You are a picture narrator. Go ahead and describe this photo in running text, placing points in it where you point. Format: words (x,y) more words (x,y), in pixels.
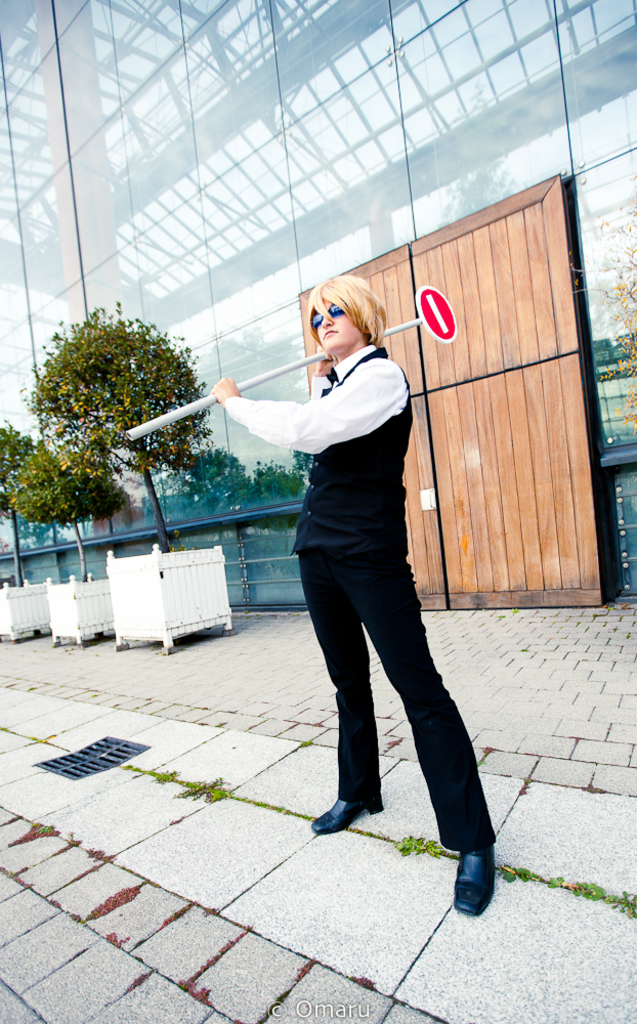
In the image in the center (342,557) we can see one person's (374,557) standing and holding sign board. In the background (280,168) we can see glass building (545,81), wooden object (477,347), plant wood pots (28,605), plants (6,444) etc.
